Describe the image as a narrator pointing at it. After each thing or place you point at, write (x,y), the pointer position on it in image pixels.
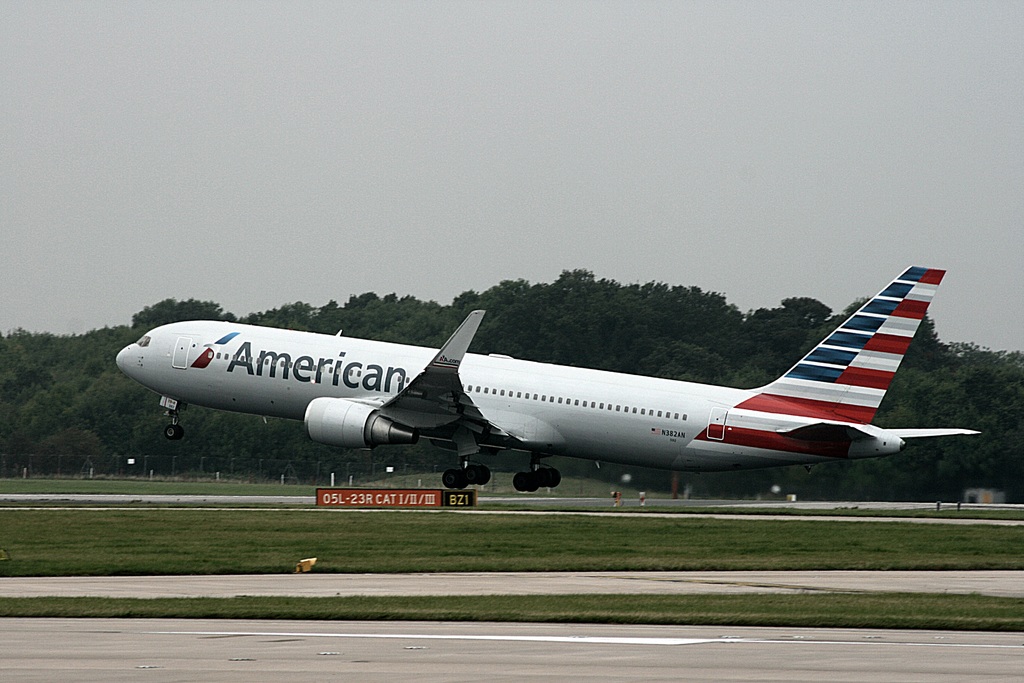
In this image I can see the runway (565,626), some grass (478,514) and an aeroplane (551,400) which is white, red and blue in color is flying in the air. In the background (775,353) I can see few poles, few trees (779,371) and the sky (449,225).
